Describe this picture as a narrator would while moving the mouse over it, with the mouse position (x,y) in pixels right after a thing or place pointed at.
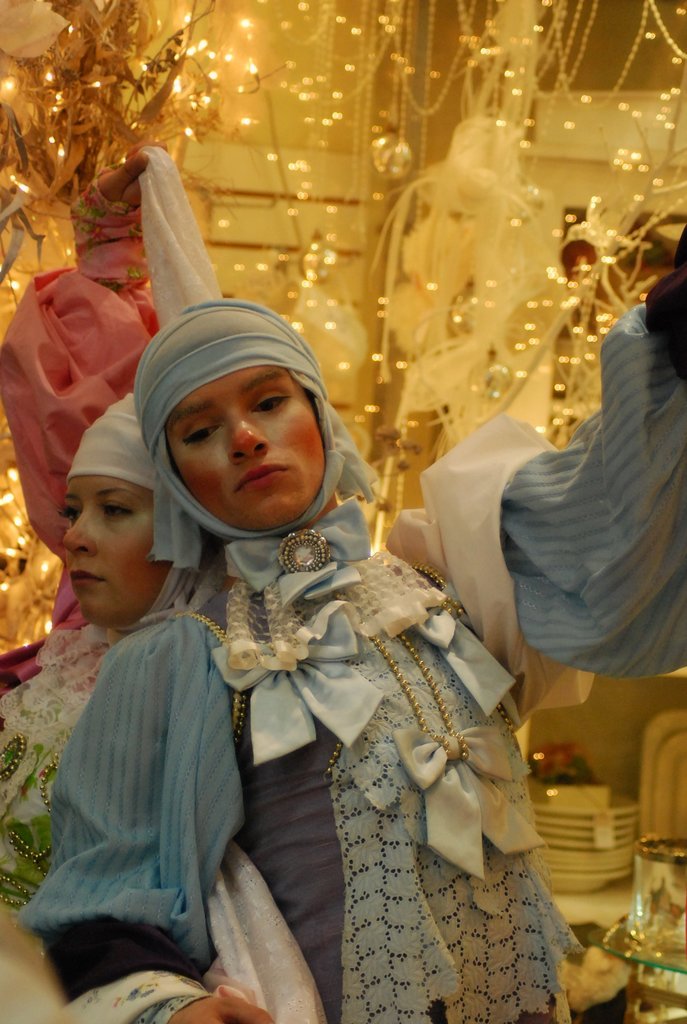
There are two persons (266,735) dancing as we can see in the middle of this image (273,677). There is a decoration (452,317) with lights (373,129) and a wall (290,108) in the background (433,215).
